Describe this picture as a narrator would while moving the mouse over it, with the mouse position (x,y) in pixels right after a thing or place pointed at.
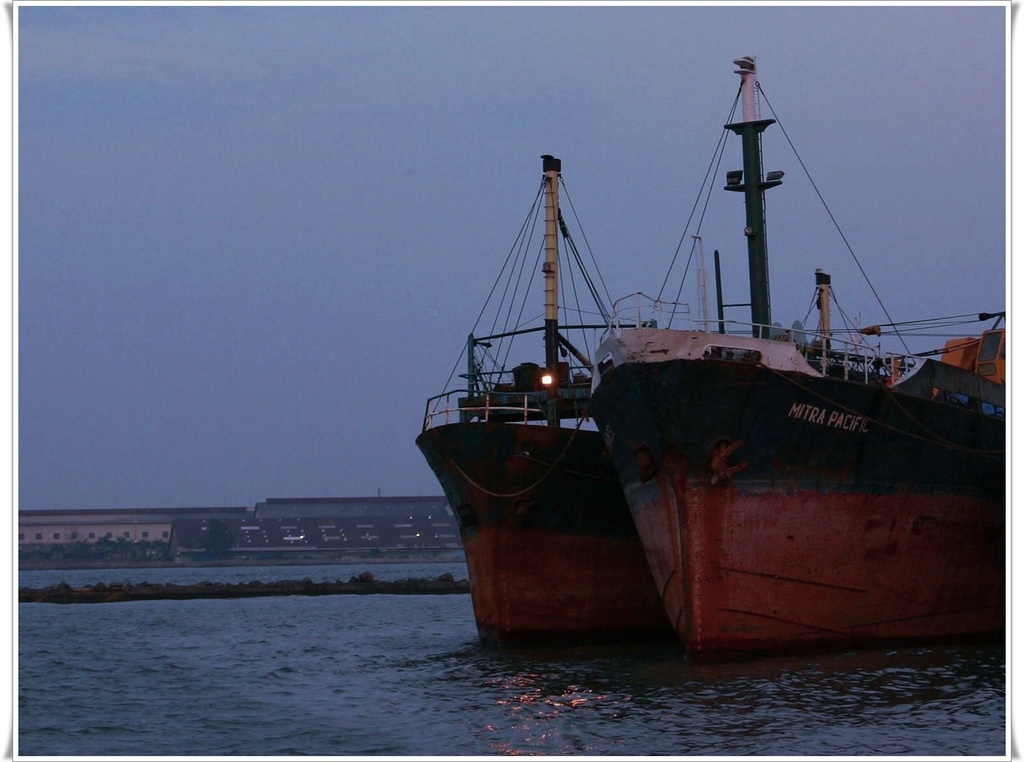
In this image there are two ships (614,531) on the water (327,626). In the background (188,526) there are buildings (121,533), trees (111,544) and sky (315,342).
